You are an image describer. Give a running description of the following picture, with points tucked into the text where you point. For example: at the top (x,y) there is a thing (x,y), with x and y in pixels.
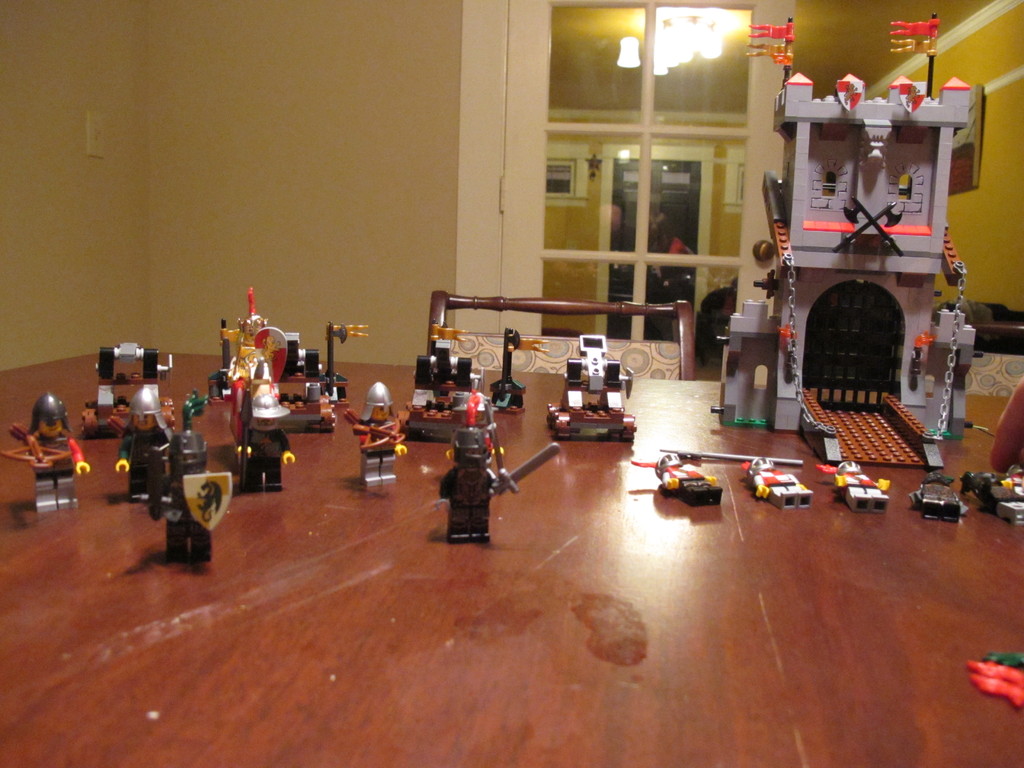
At the bottom of the picture (573,575), we see a brown table (579,602) on which many toys (468,426) which are in black, grey and brown color are placed. On the right side (817,257), we see the miniature of the house (920,220) and the flags (790,63) in yellow and red color. Behind that, we see the chairs (684,344). In the background (458,201), we see a wall (304,194) and the glass door (662,87) from which we can see the chandelier (668,59) and the posters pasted on the wall (552,236).
